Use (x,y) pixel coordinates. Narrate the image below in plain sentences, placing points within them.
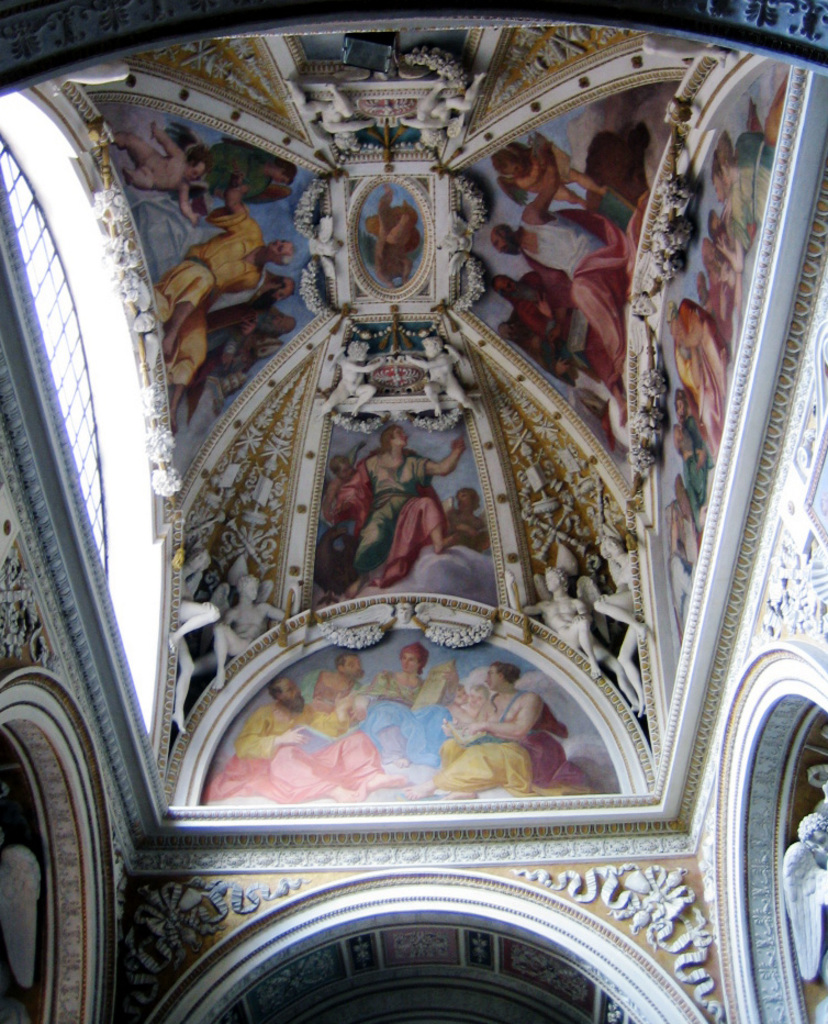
In this image, we can see some arches (771,886) and there are some paintings (185,219) on the walls (485,186).
